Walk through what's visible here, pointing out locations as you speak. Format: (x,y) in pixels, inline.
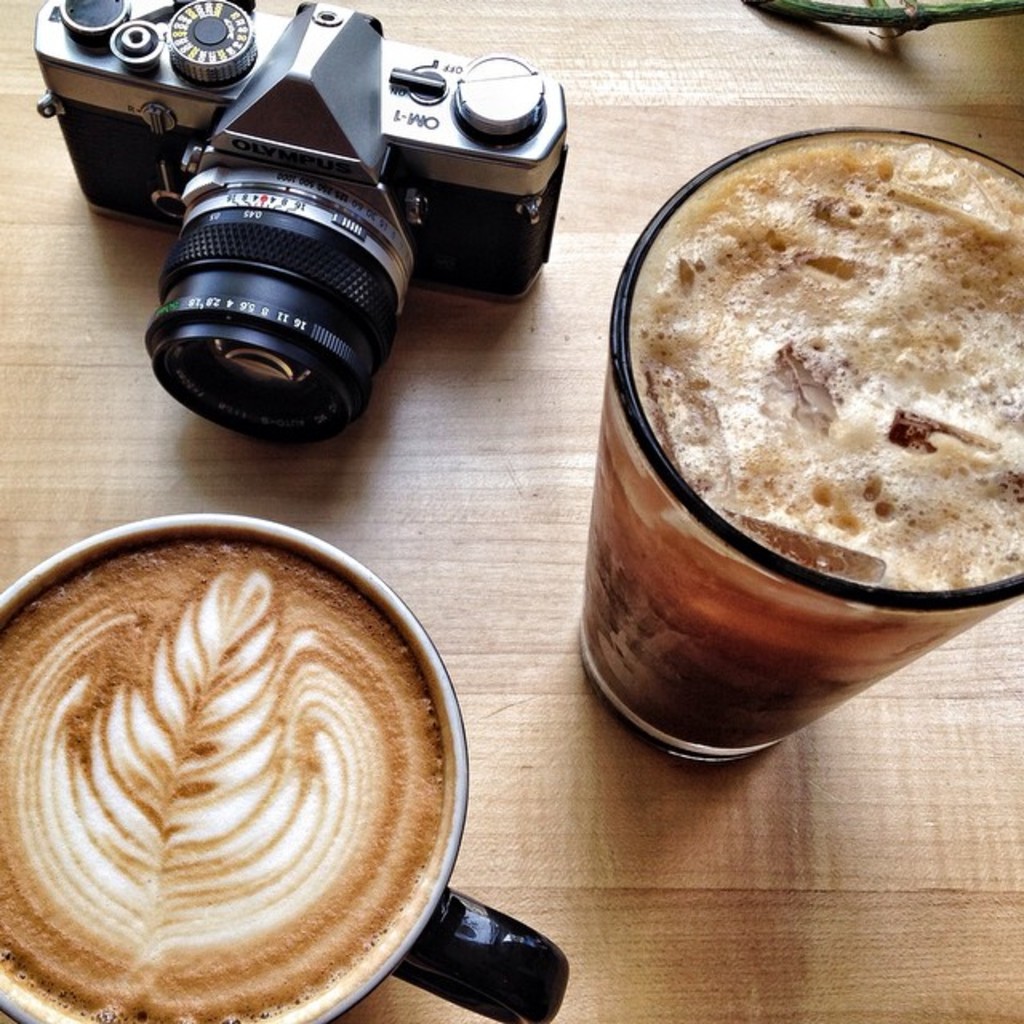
In the picture I can see a cup (262,655) with coffee (259,684), a glass (612,502) with drink (617,438). I can also see a camera (294,375) on a wooden surface (420,468).
